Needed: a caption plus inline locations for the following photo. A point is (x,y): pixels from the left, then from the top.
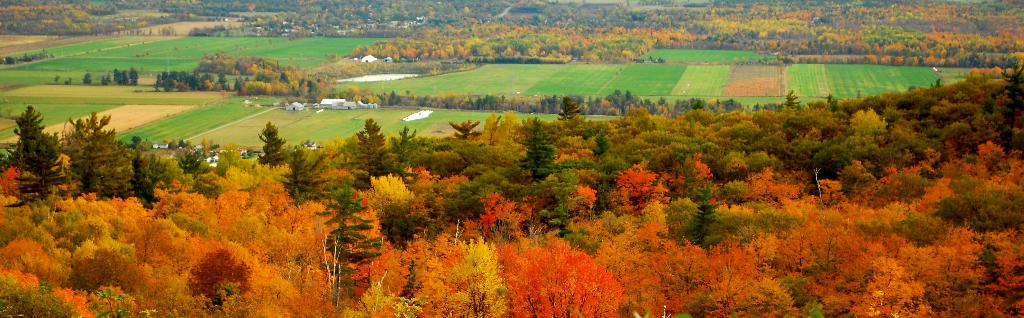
In this picture we can see trees (160,184), grass (183,124), houses (320,103) and objects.
